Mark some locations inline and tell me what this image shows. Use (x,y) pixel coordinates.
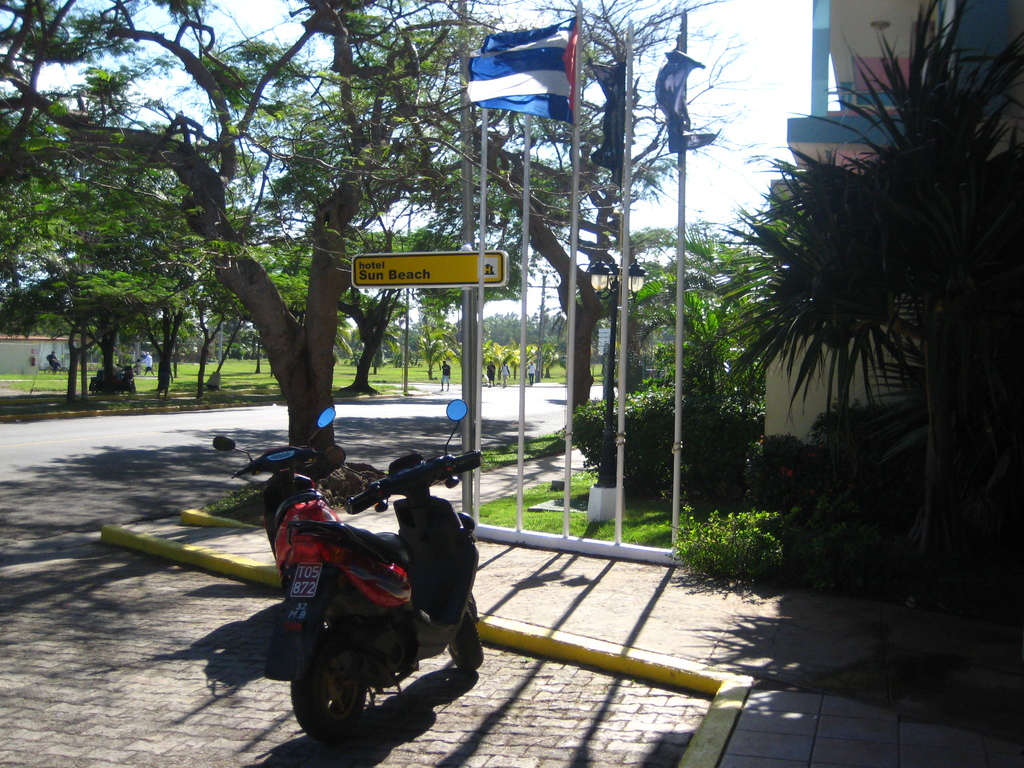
In the picture we can see a part of the path (385,695) with two bikes (314,682) are parked on it and near it, we can see some plants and a part of the building wall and near it, we can see some poles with flags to it and besides, we can see a tree (365,478) and a road (282,411) and opposite side of the road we can see some people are walking and we can also see a grass surface (12,376) with many trees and a part of the sky (501,13).
